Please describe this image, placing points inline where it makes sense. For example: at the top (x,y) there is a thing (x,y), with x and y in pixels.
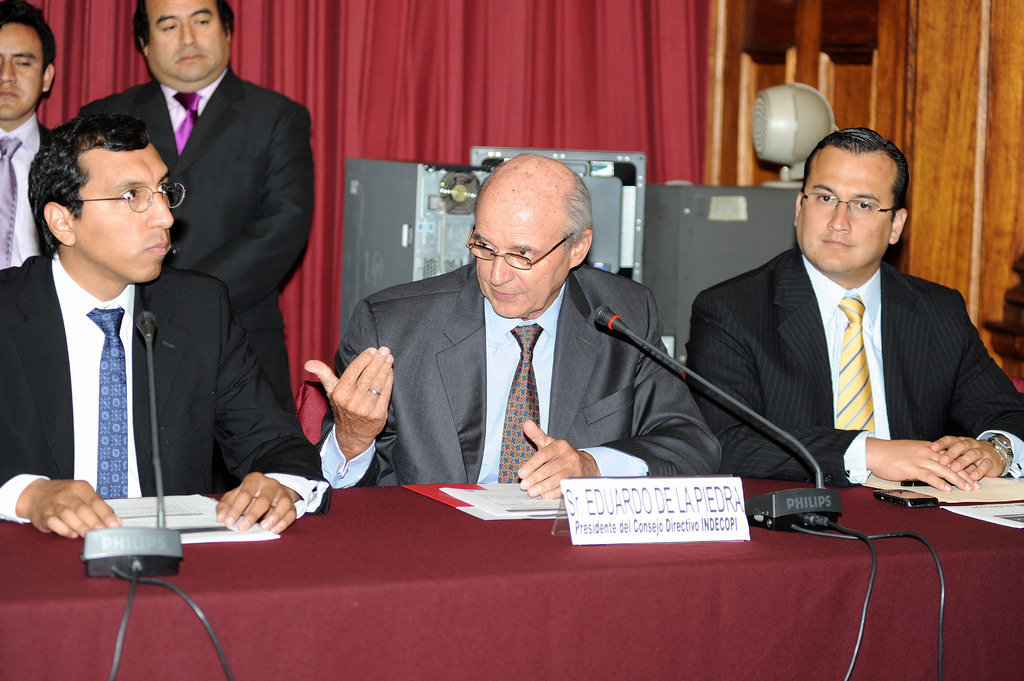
In this image three persons (391,372) are sitting. Left side (223,105) two persons (231,117) are standing. Background there is a wall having a curtain (668,118).
